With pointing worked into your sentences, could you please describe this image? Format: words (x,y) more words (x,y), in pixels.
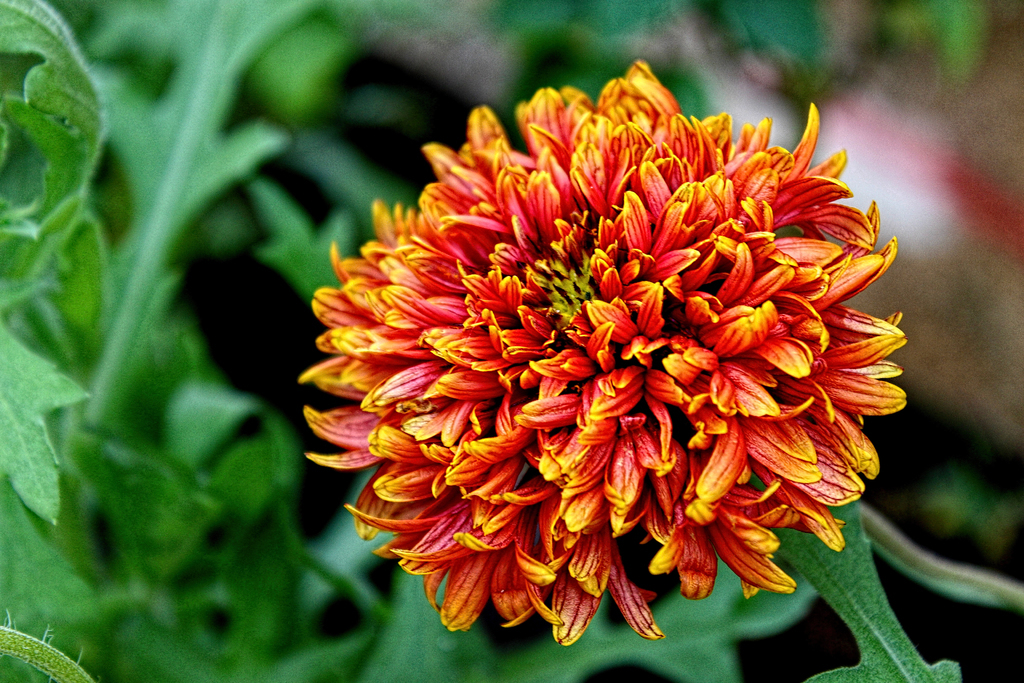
In the image there is a flower (542,335) in the middle (471,344). In the background (223,196) there are green leaves (286,604).
